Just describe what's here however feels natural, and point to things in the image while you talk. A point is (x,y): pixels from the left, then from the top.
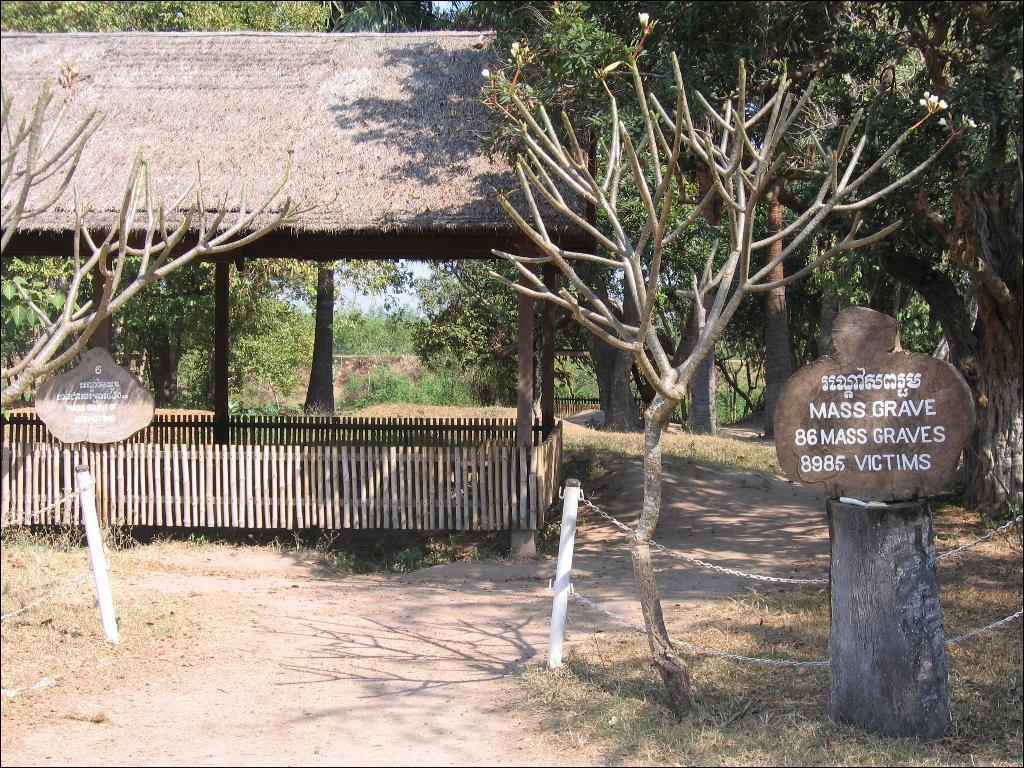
In this image on the left side (335,137) there is a shelter (270,173), and wooden fence (312,475) and some boards (107,408). On the right side (840,466) there is a board (827,403) and a truncated tree (882,615), and there are some rods (87,527) and chains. At the bottom (531,601) there is walkway (471,623) and grass (60,604), and in the background (464,277) there are trees (604,239).
